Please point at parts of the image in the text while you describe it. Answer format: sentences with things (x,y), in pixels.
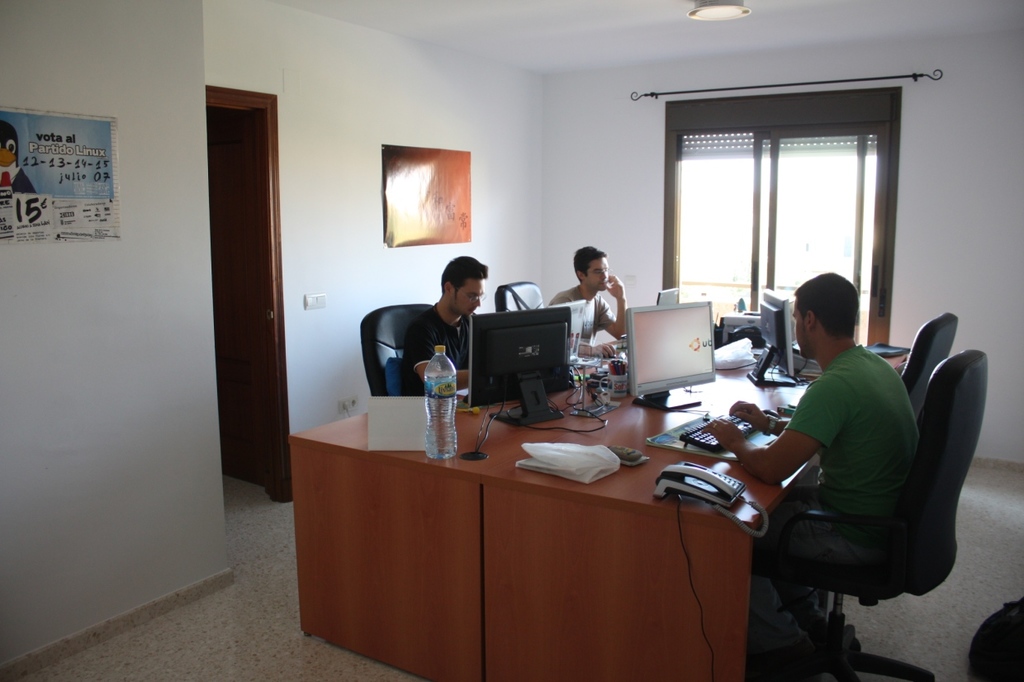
In this image, we can see three persons (448,351) are sitting on the chairs (785,522). Here there is a desk (609,481). On top of that there are few monitors (501,414), keyboard (747,430), bottles (435,440), telephone (707,489), wires (600,401) and few things (730,358). At the bottom (214,665), there is a floor (258,632) and black object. In the background (518,264), there is a wall (533,193), showpiece (468,189), rod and glass door (794,208). On the left side of the image (43,230), we can see a poster (75,213) on the wall (57,89). Top of the image (595,48), we can see the ceiling (616,28) and light (702,10).
